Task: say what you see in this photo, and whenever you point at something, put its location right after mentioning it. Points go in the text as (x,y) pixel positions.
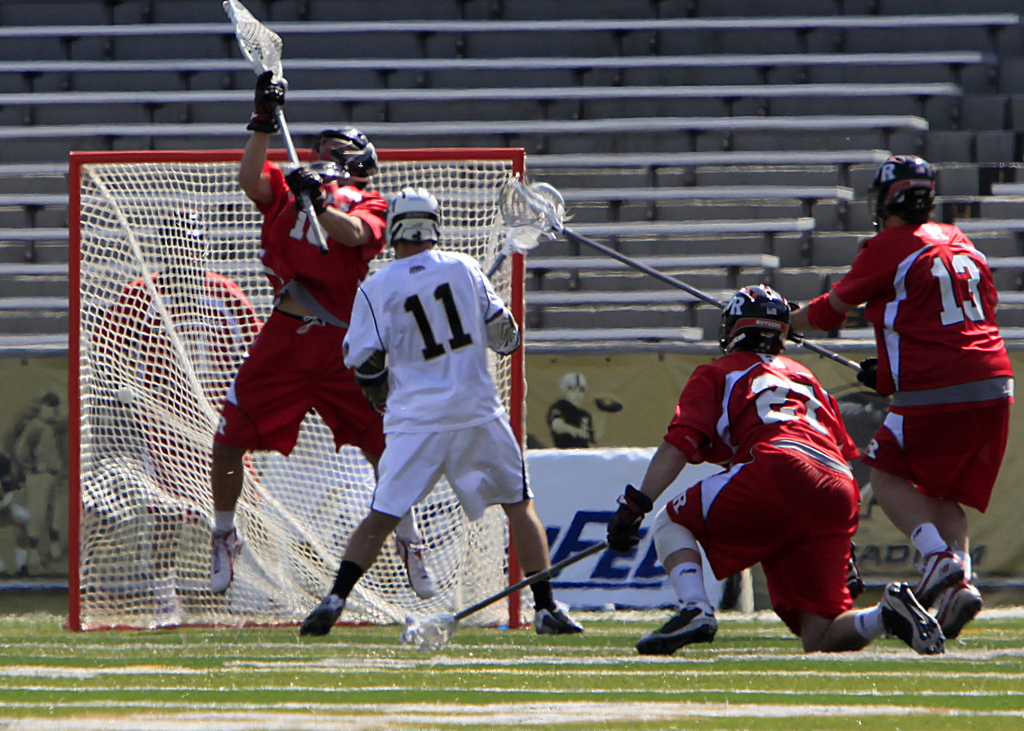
This is a playing ground (187,671). Here I can see few people (797,457) are wearing t-shirts (284,230), shorts (352,434), helmets (347,135) on their heads (727,325), holding sticks (552,568) in the hands (628,523) and playing a game. At the back of these people (327,354) there is a net (132,444). In the background (616,485) I can see a board (551,471) and on the top (642,134) there are some benches (619,89).
